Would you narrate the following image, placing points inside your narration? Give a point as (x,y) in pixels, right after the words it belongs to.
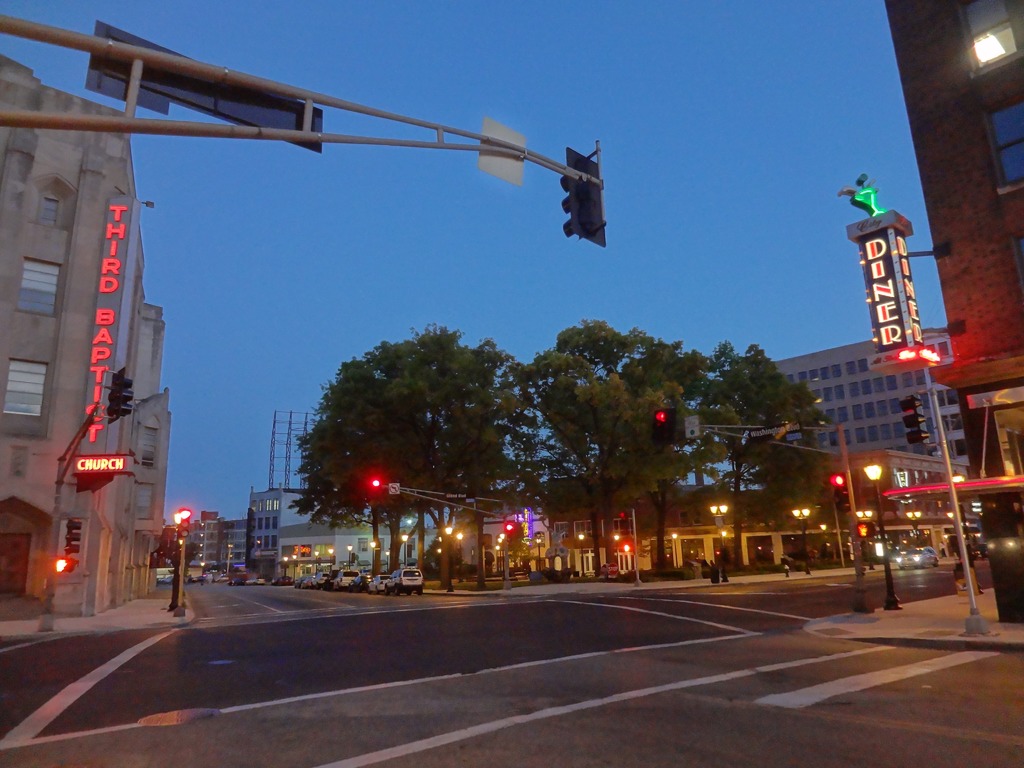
In the background (348,211) we can see the sky (926,239). In this picture we can see the buildings (16,401), windows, trees (734,360), traffic signals (858,523), lights (295,555), poles (386,556), objects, boards (907,284) and vehicles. At the bottom portion of the picture (452,702) we can see the road (787,672).
